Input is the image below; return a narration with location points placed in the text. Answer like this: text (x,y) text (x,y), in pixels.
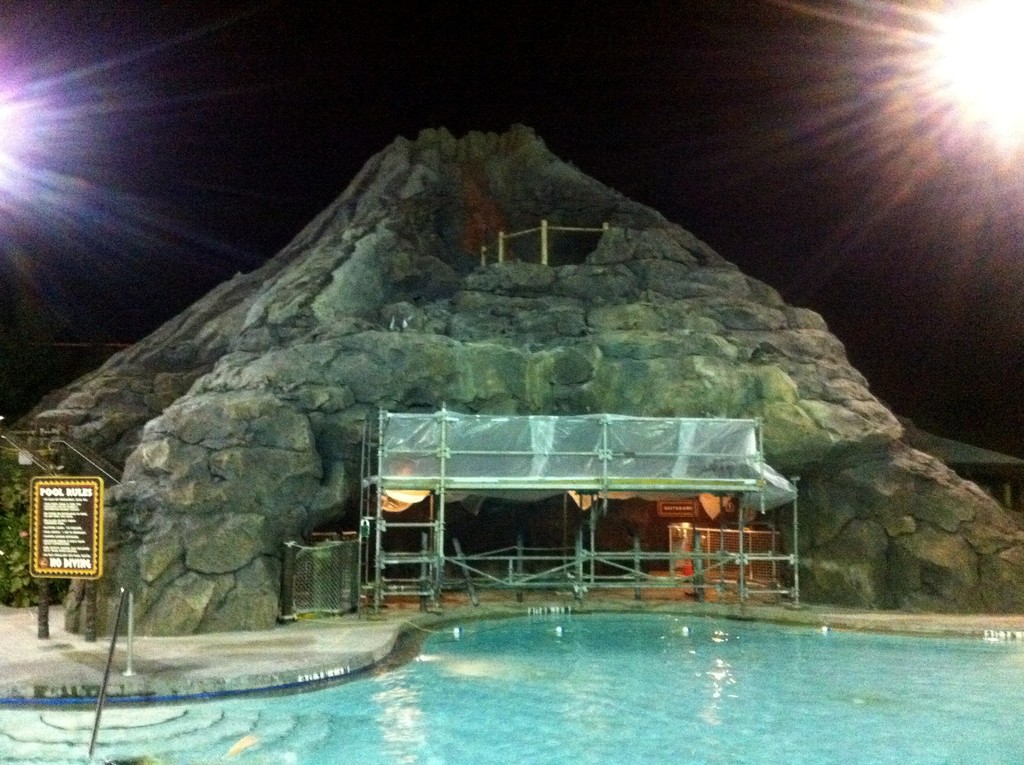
In this picture we see a volcano (429,345) made up of stones (696,295). Beside that, we see plants (15,555) and a board (65,534) in black color with some text (48,530) written on it. At the bottom of the picture (618,679), we see water (554,693) in the swimming pool (551,665). At the top of the picture (406,124), we see the sky (330,114) and the lights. This picture might be clicked in the dark.
